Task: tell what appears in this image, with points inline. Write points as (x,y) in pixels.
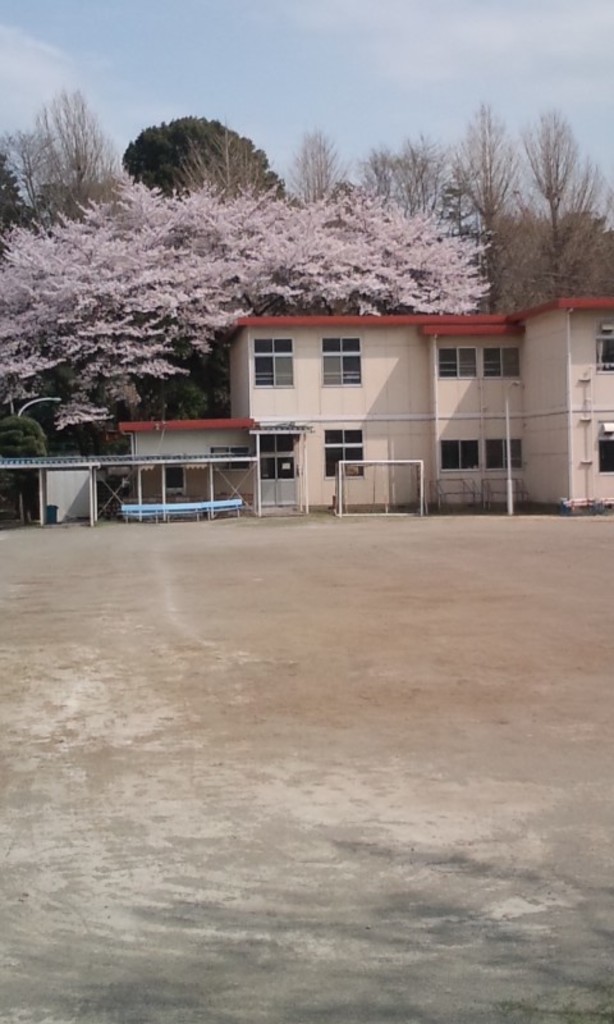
In this image we can see one building (527,421), few objects (258,503) with poles (44,475) looks like sheds (258,476) on the left side of the image (99,496), three benches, one object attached to the door (266,480), some objects (596,503) on the ground (99,598) near the building (235,479), some trees (169,258) in the background (75,265) and at the top (50,93) there is the sky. There is a ground (88,603) in front of the building (286,472).
